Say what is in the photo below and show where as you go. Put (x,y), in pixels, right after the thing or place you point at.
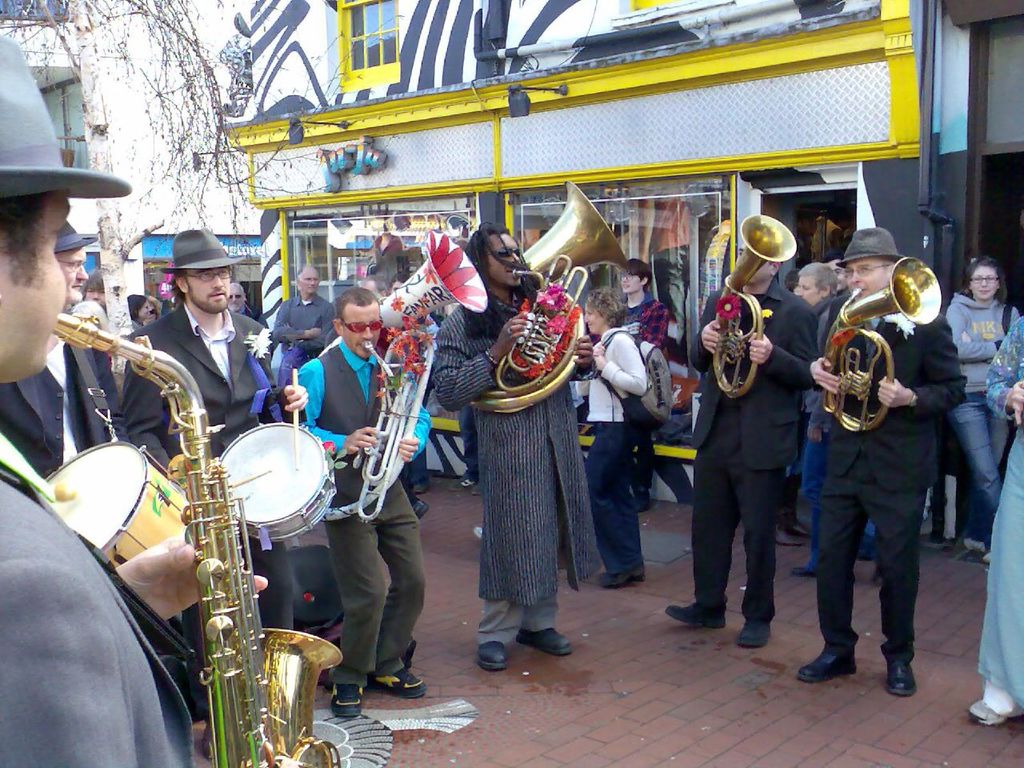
In this image, we can see a group of people (722,397) wearing clothes (131,673) and playing musical instruments (161,466). There are some other persons (637,312) standing and wearing clothes (305,299). There is a building (640,50) in the middle of the image (681,432). There is a branch (104,17) in the top left of the image (182,95).
